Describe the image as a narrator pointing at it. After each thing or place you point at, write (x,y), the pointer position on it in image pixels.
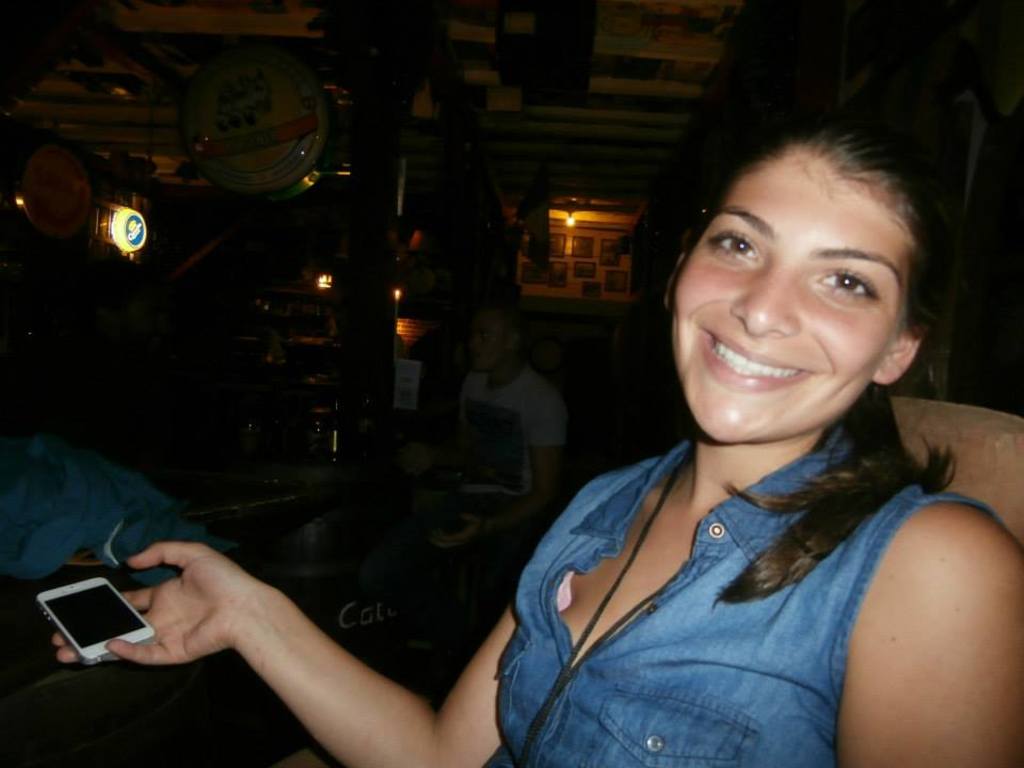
In the picture there is a woman (717,443) sitting on a chair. She is wearing a blue dress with tag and she is holding a mobile phone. In the background (477,390) we can see a person (486,401) sitting on the chair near the table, on the table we can see some items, and in the background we can see a lights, and a decorated wall (616,294).
